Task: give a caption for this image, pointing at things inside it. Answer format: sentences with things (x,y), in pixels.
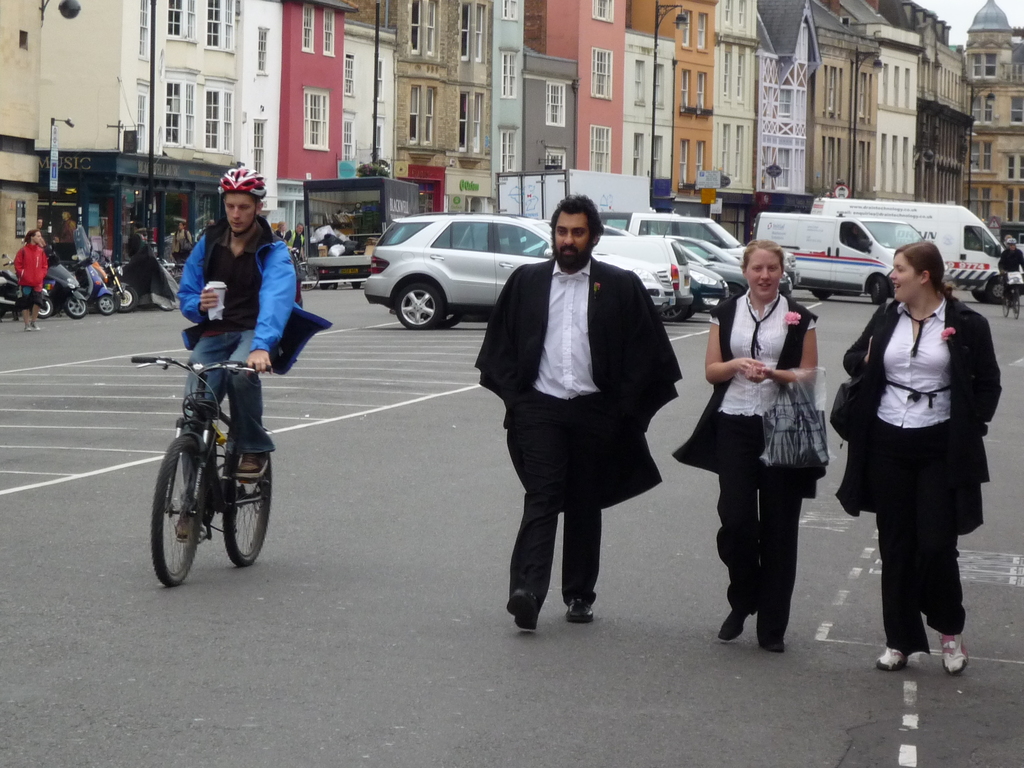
On the background (592,106) we can see buildings (746,109). We can see few vehicles (113,298) parked near to the buildings (759,109). We can see vehicles (873,234) running on the road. We can see a man (278,351) wearing a helmet (230,192) and he is holding a glass (223,306) in his hand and riding bicycle (192,458). We can see three persons (883,390) talking and walking on the road (685,491).
